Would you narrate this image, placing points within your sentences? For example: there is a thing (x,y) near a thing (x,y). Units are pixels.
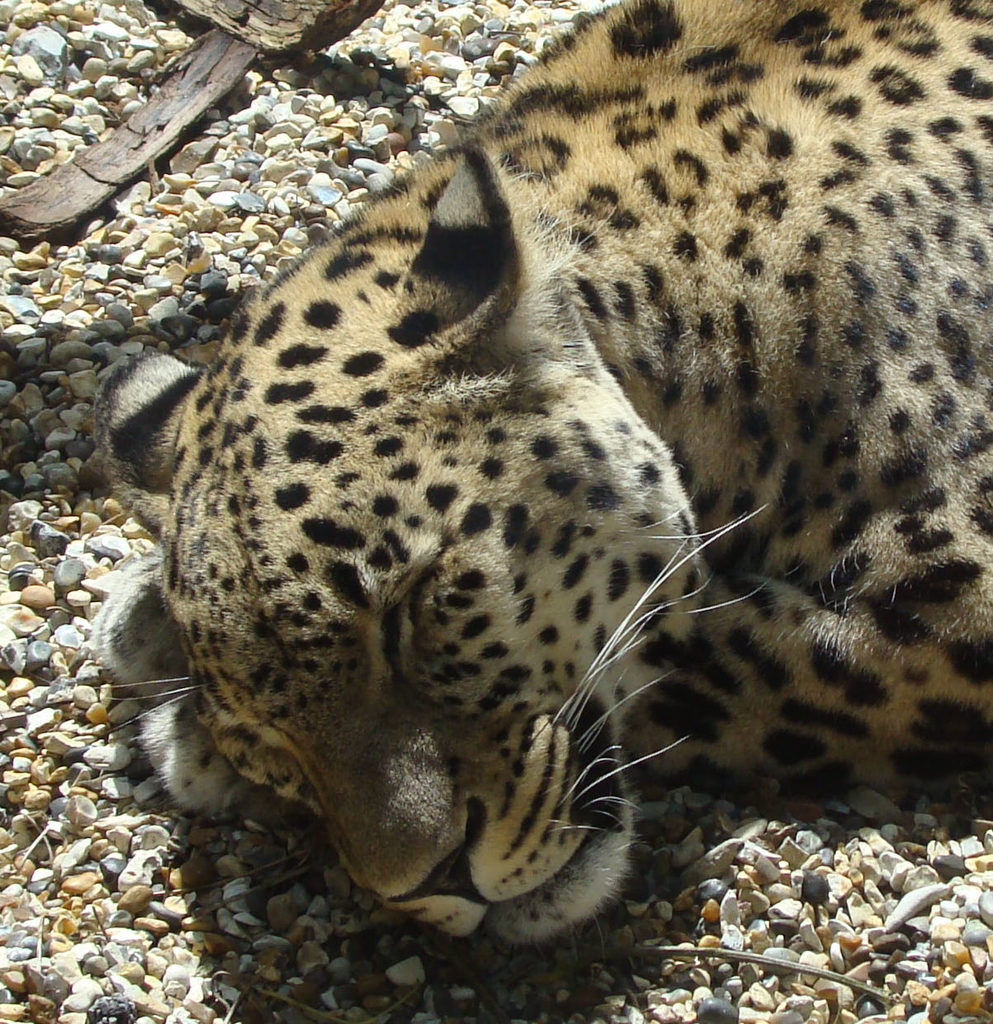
In this picture we can see a leopard (601,543) is sleeping, at the bottom (276,908) there are some stones (173,37).
